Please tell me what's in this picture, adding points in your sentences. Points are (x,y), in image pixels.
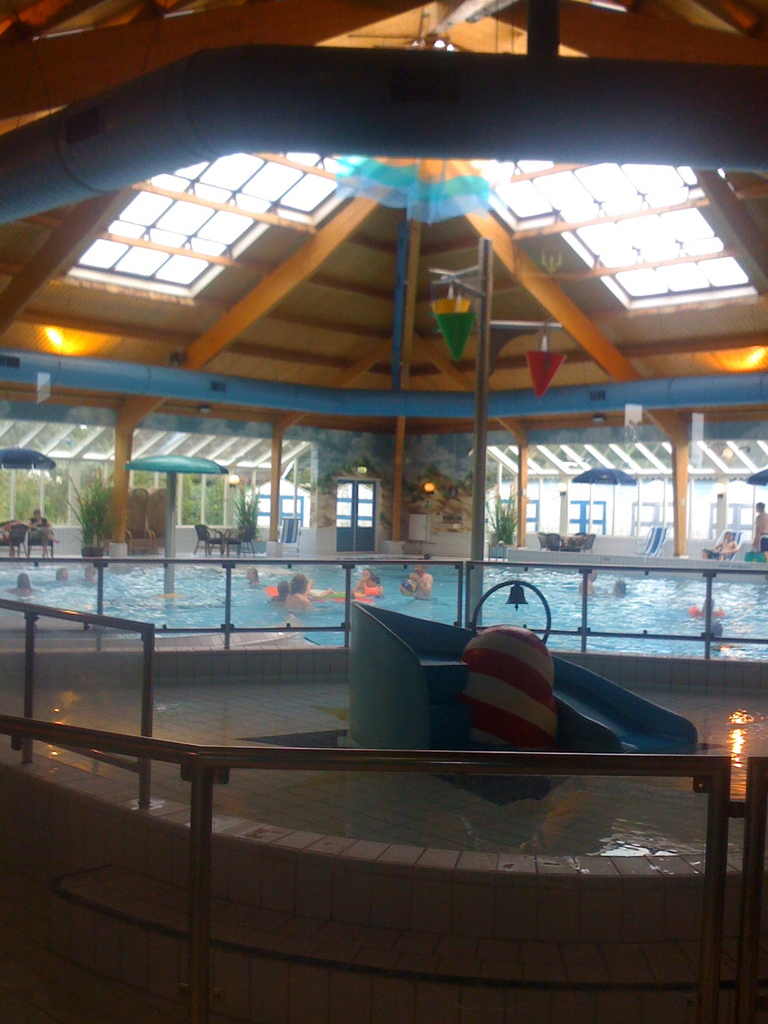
this picture seems to be clicked inside. In the foreground (435,730) we can see the metal rods (510,752) and some other objects (383,639). In the center (273,611) there is a water body (245,598) and we can see the group of people (286,596) in the water body (744,594). In the background (610,471) there are some umbrellas (600,476), houseplants (236,517), tables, chairs (655,539) and group of persons (766,537). At the top (647,178) there is a roof (433,233) and the pillars (679,466).
